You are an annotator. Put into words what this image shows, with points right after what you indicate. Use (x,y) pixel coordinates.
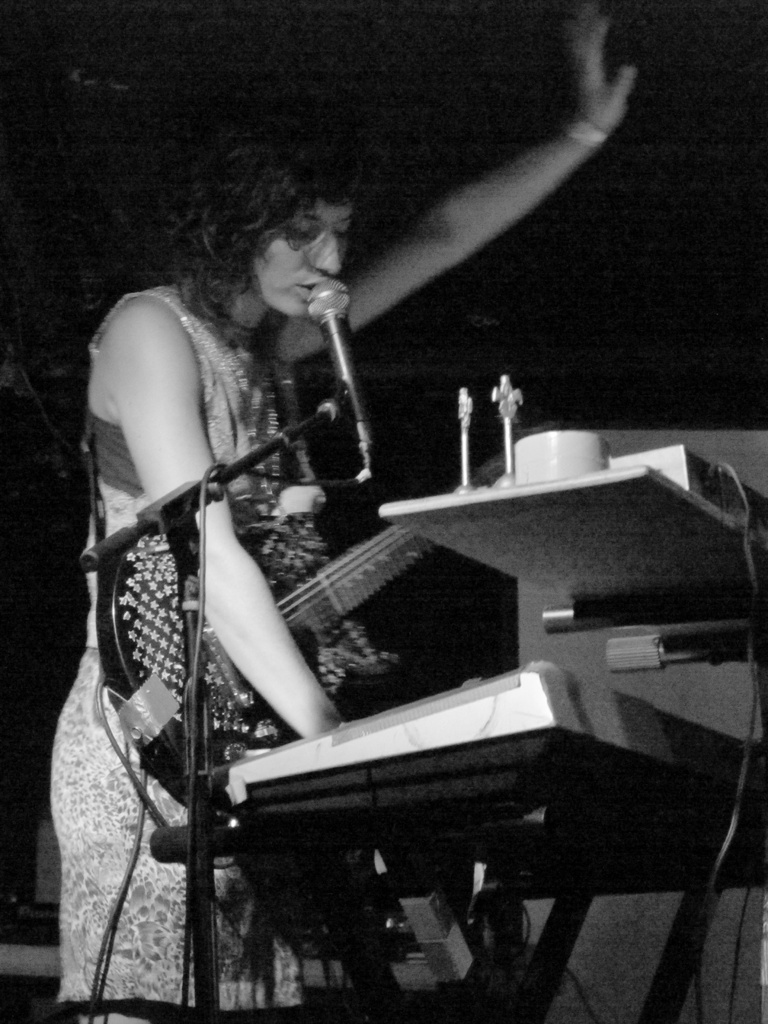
There is a table stand (704,905) and a Mike stand (330,414) is present at the bottom of this image (541,778). We can see a woman (238,340) standing and holding an instrument (221,679) in the middle of this image (269,629) and it is dark in the background (445,151).
